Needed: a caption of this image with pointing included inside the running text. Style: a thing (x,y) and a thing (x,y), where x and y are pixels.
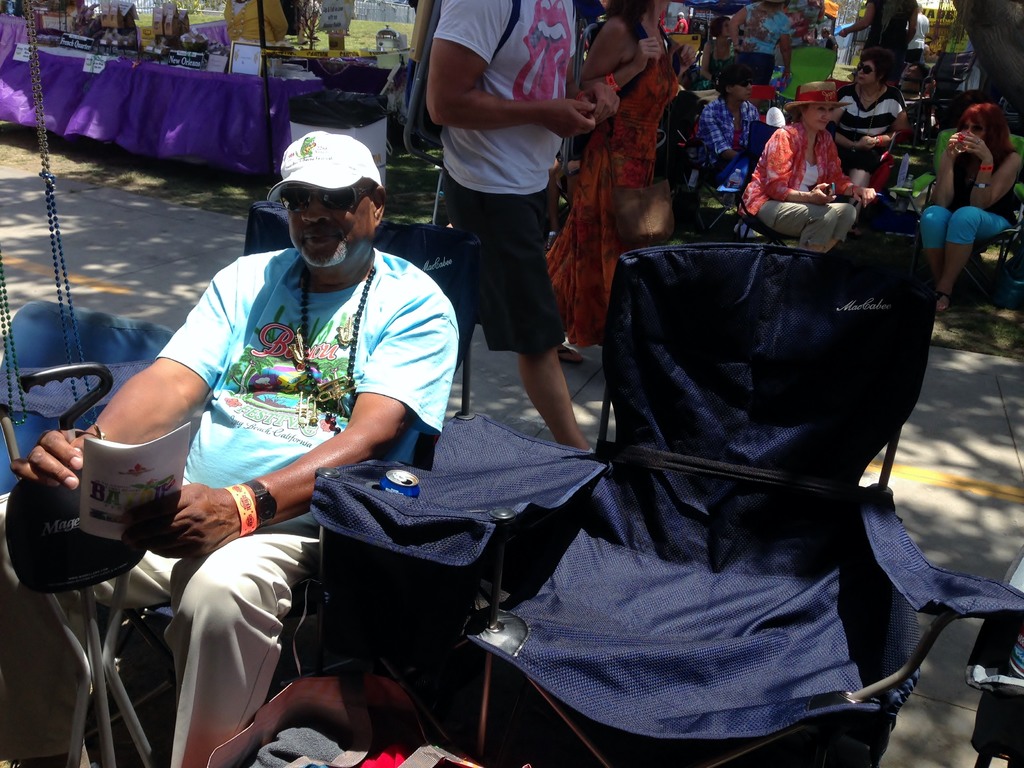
In the picture I can see groups of people (629,168) are sitting. In the background (356,36), I can see the grass (372,38). On the left side of the image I can see photo frames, chairs (711,518) and book (130,501).
